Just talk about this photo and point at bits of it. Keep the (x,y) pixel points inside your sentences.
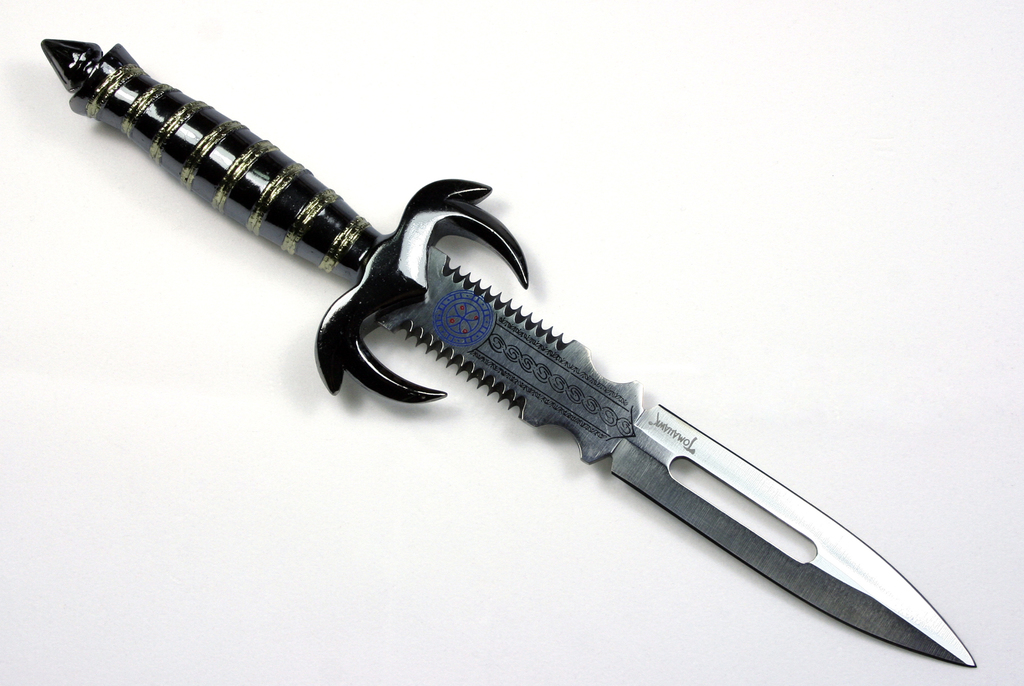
In this picture I can observe a knife (647,484). I can observe a black color handle (365,271) to this knife (254,180). This knife (306,232) is placed on the white color surface (306,392).
